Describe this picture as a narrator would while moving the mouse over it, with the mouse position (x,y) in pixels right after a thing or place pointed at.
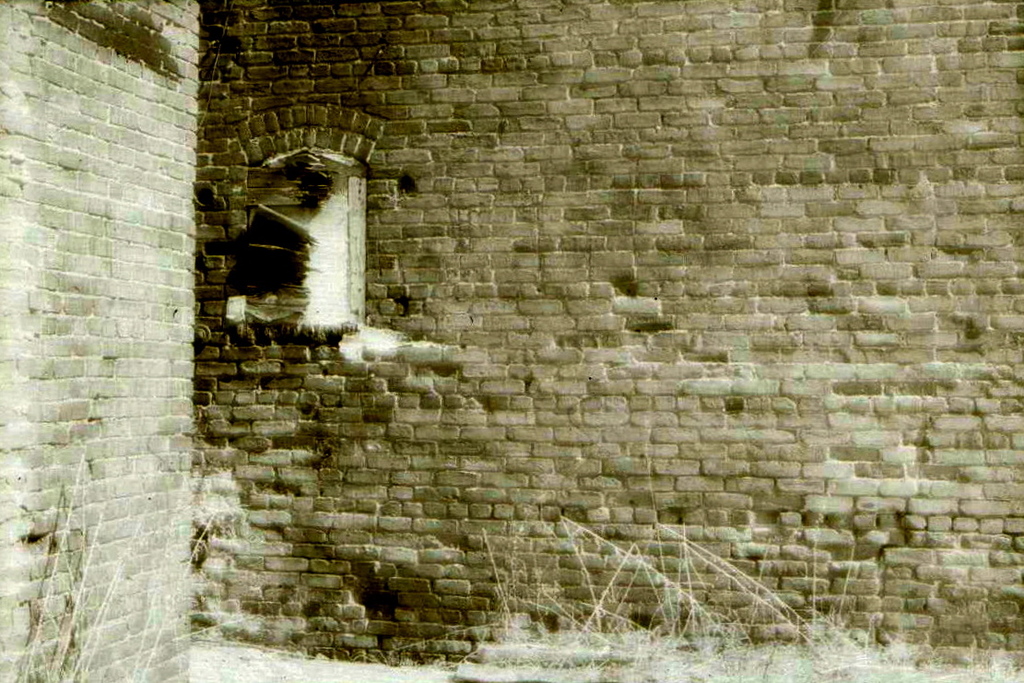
In this picture we can see walls (155,456), window (320,282) and grass (561,663).
